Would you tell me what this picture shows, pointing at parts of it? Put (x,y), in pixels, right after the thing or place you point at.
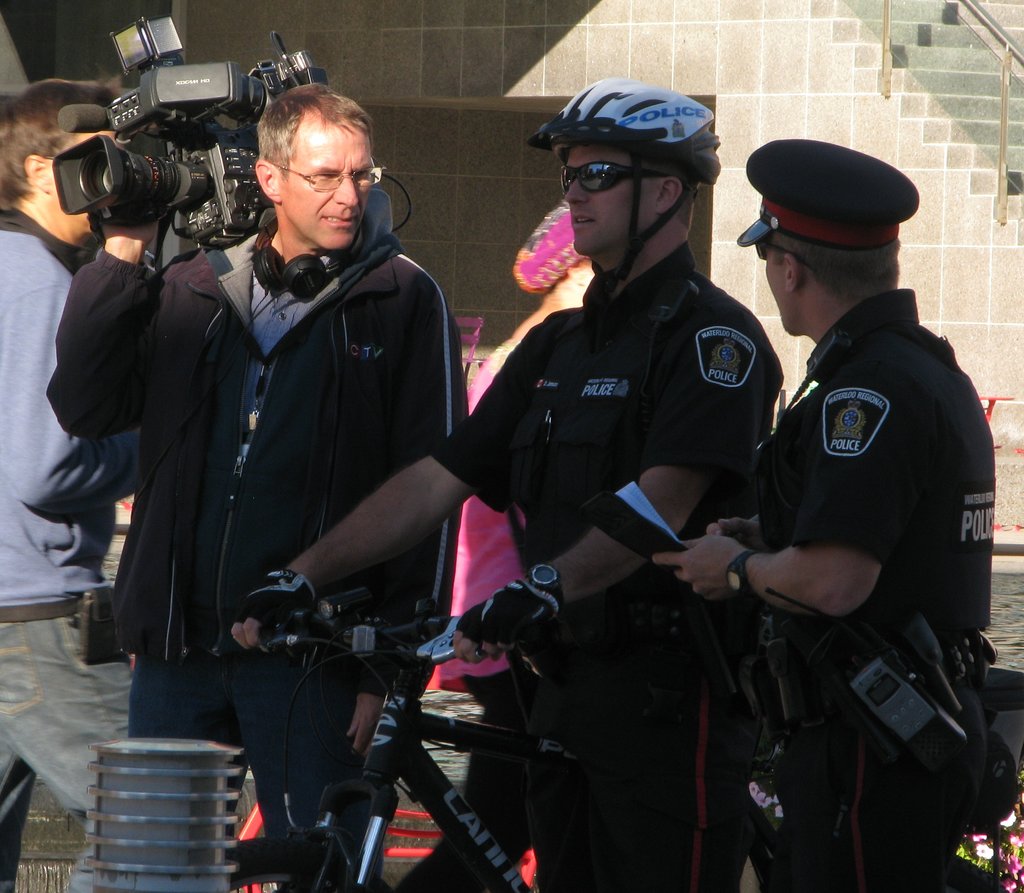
There are five people (457,490) present as we can see in the middle of this image (465,569). The person (857,468) standing on the right side (876,547) is wearing a uniform (836,525) and holding a paper (639,501). The person (344,553) standing in the middle (381,515) is holding a bicycle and the person (262,323) standing left to him is holding a camera (247,192). We can see a wall (711,97) in the background (848,141).
